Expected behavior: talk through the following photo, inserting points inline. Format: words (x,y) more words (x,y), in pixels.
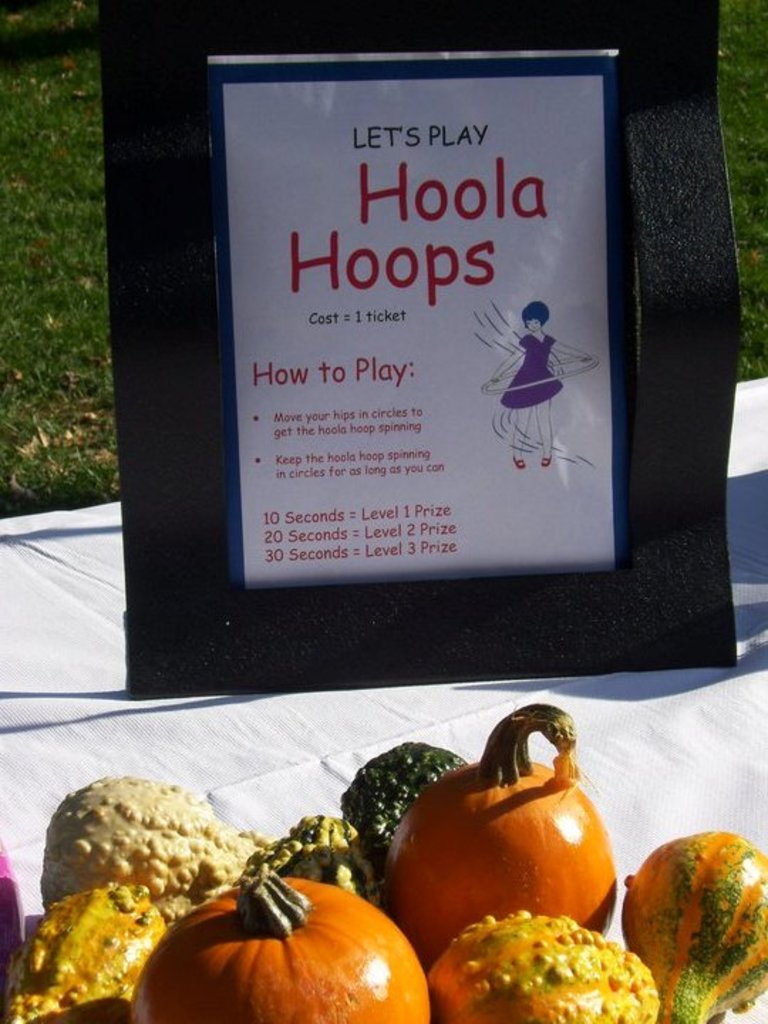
In this picture I can observe a photo frame (241,600). There is some text (362,206) in this photo frame (394,355). On the bottom of the picture (331,818) I can observe some vegetables (362,790). In the background (12,143) there is some grass (51,164) on the ground (51,164).
